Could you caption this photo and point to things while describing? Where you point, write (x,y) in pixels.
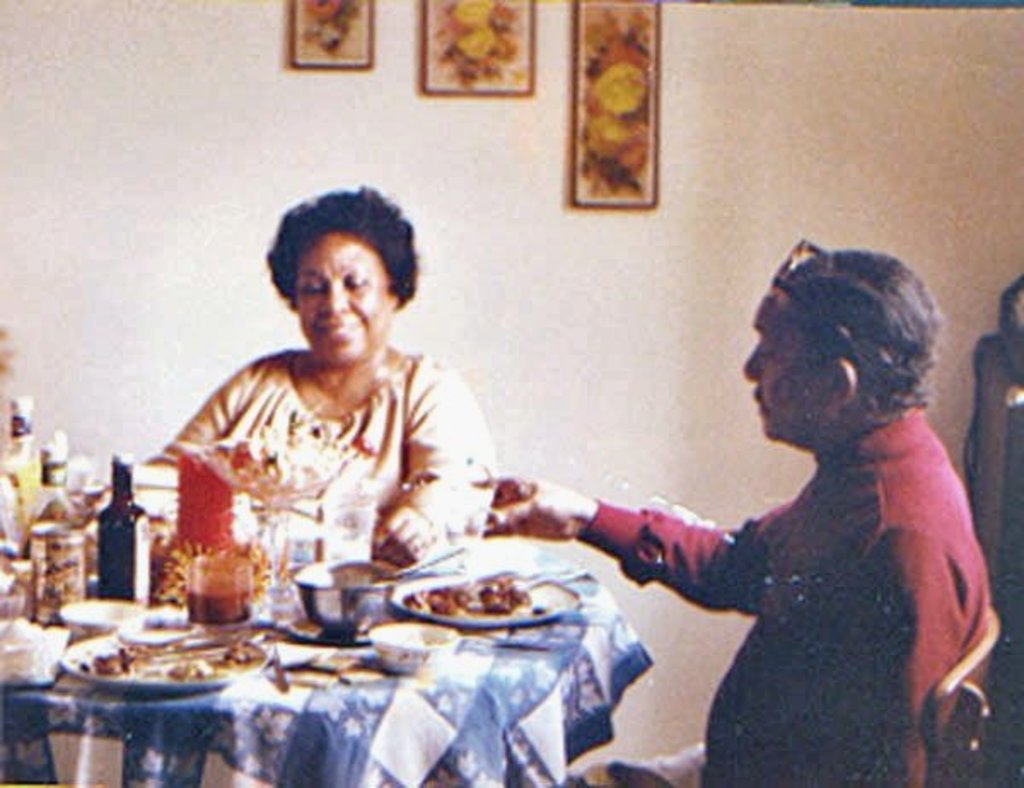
In this picture we can see frames (571,51) on the wall (753,122). We can see a man (786,605) and a woman (331,308). In this picture we can see a cloth (159,750) on a table (247,746). We can see bottles (18,427), food (118,672), plates (259,682), bowl (376,592) and few objects (203,507).
